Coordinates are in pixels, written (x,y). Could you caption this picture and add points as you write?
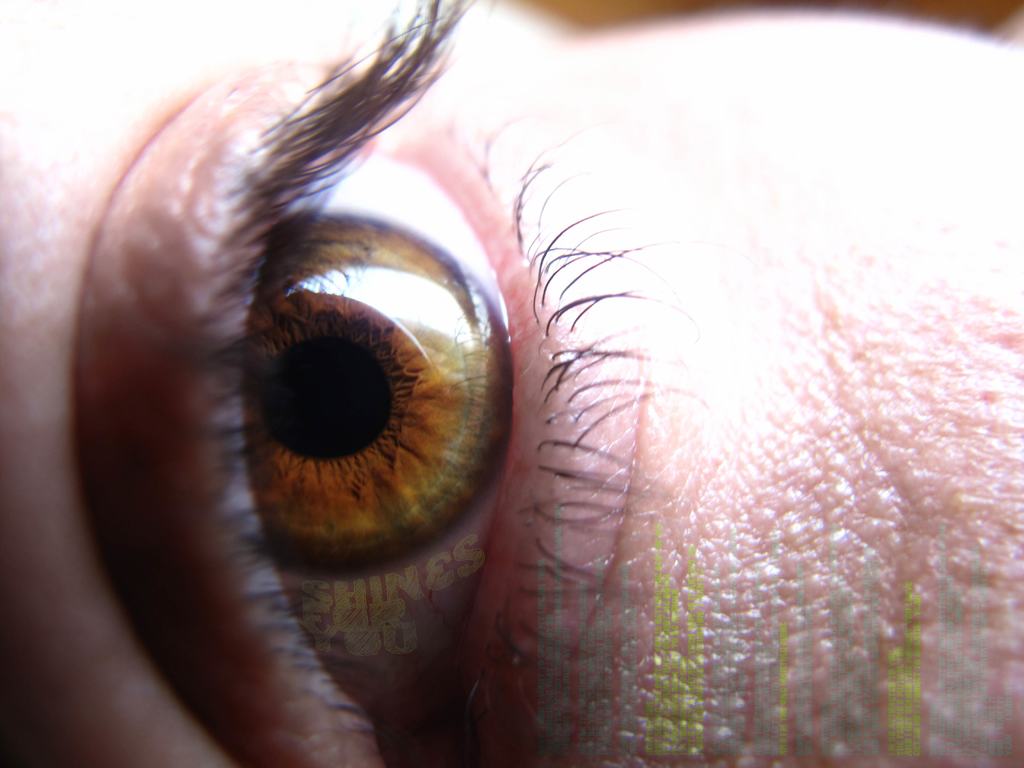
In this image we can see an eye (581,395) of a person (827,482).
